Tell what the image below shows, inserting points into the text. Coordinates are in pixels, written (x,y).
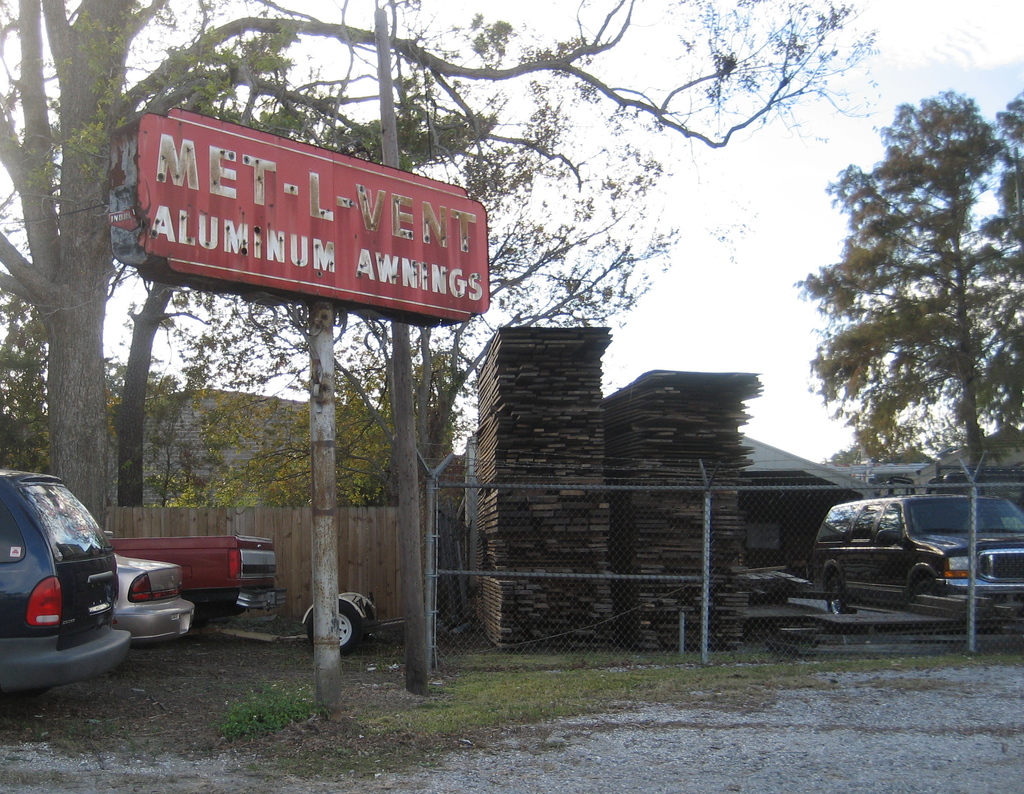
In this image in the front (307,291) there is a board (304,242) with some text (231,231) written on it which is on the pole (332,404) and on the left side (128,575) there are cars (120,570), trees (106,444). In the background (372,481) there are trees (424,424), there are buildings (814,502) and there is a car (875,568) which is black in colour and there are wooden blocks (564,438) and there is a fence (350,554). On the right side (914,322) there are trees (923,330) and in the front (419,740) on the ground (423,724) there is grass (457,709).
